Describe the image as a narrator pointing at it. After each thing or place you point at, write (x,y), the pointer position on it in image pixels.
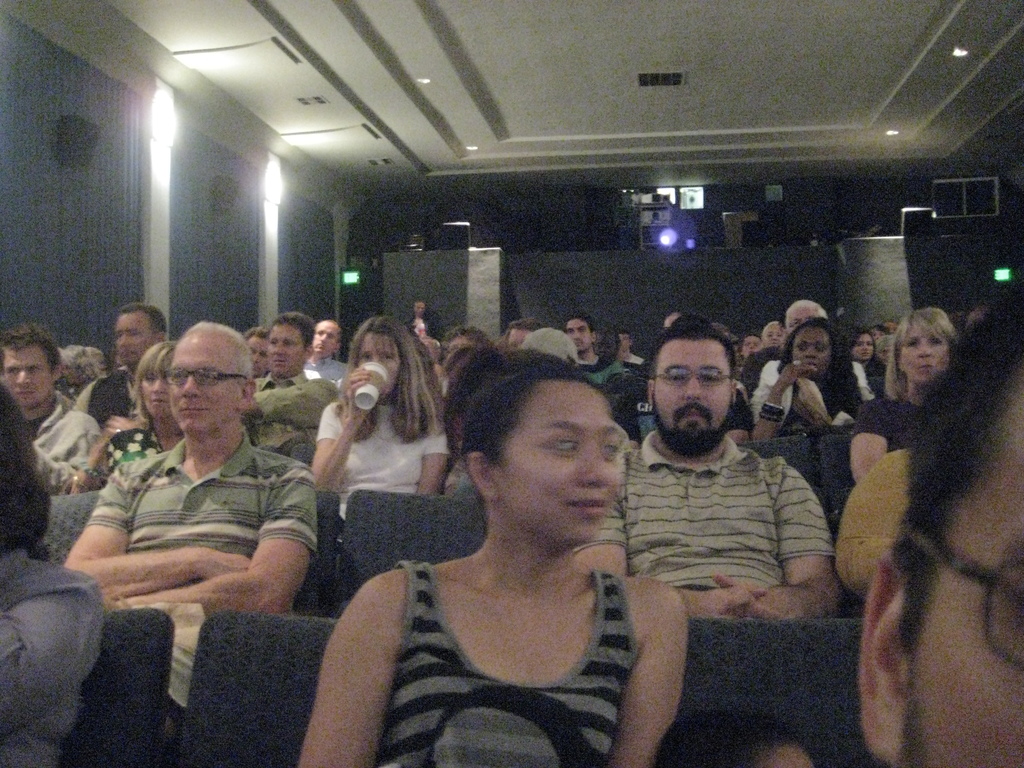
In this image we can see many people (374,416) sitting on chairs (706,628). There is a lady (391,425) holding glass (374,379). Few people (699,419) are wearing specs (989,619). In the back (673,194) there are lights (670,236). And there is a projector (654,229). In the background (463,200) it is dark.
